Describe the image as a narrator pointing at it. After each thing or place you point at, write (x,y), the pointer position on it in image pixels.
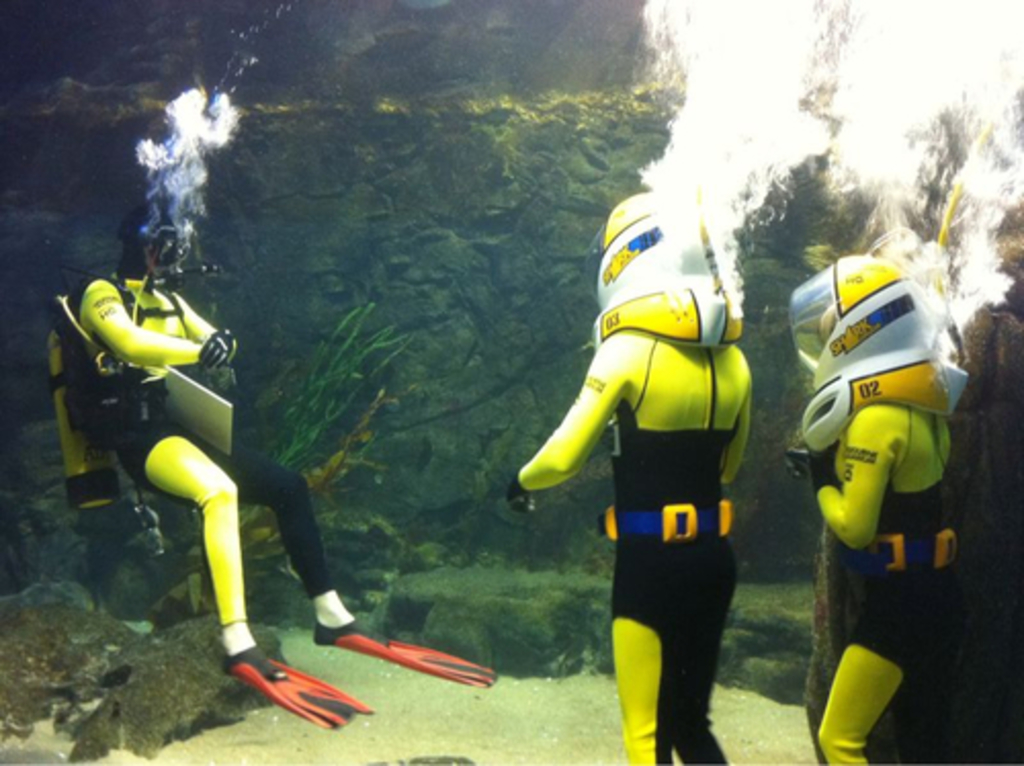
In this image we can see people (702,482) doing scuba diving in the water (310,299). At the bottom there are water plants (319,491).
